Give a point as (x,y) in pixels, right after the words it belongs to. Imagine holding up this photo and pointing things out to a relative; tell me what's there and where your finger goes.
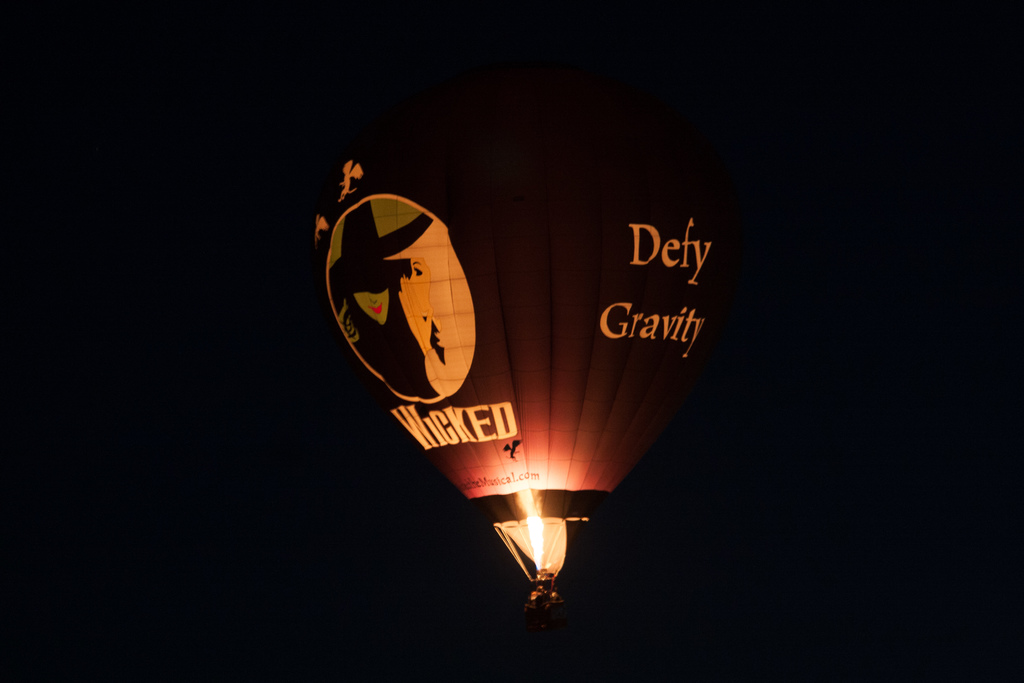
In this image we can see a hot air balloon (537,430).
